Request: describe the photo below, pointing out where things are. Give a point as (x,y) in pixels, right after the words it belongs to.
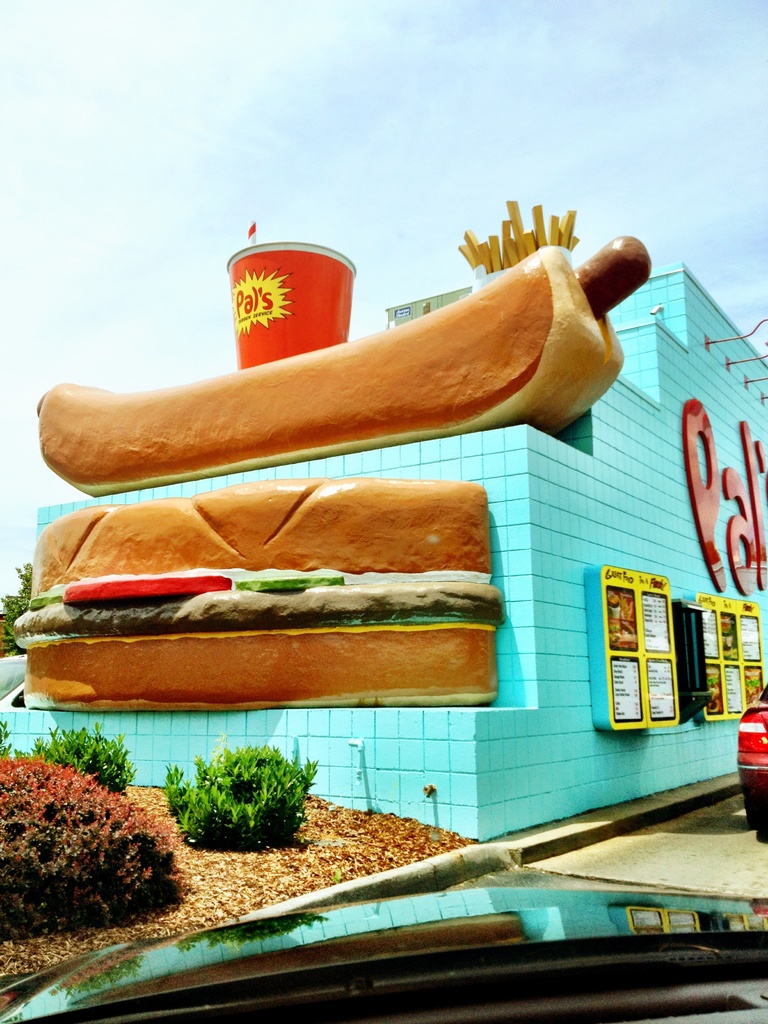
In this image we can see a building (624,510), sky (123,256), trees (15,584), bushes (201,808), shredded leaves (248,892), road (696,853), information boards (731,701) and motor vehicles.
